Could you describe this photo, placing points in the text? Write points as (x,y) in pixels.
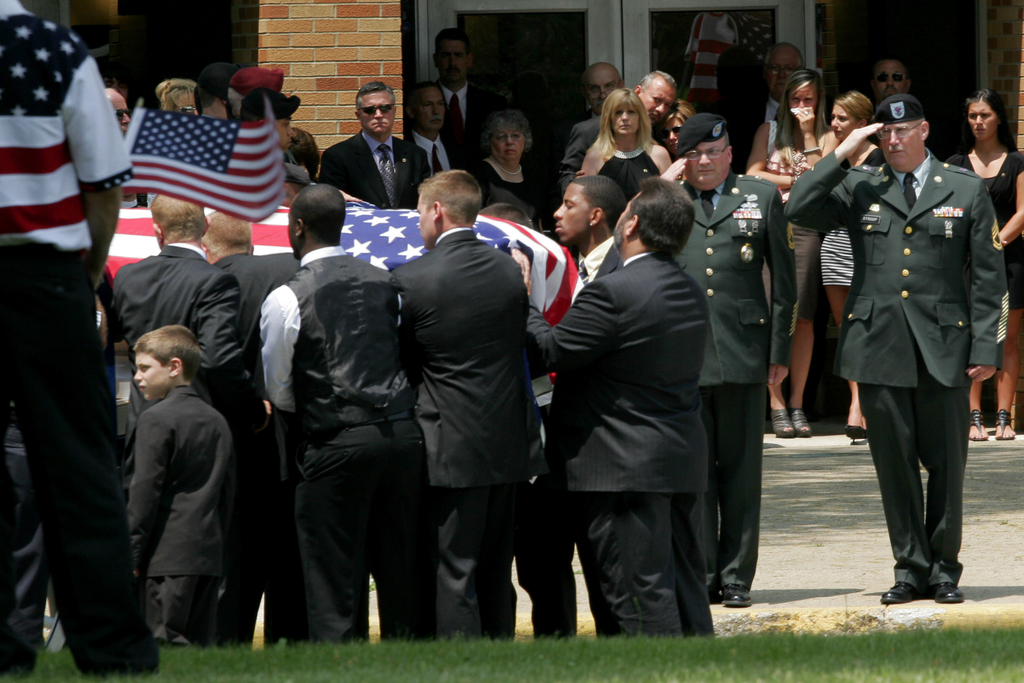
In the image there are many people (241,401) wearing suits (613,428) standing and holding a box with flag (283,238) on it, in the back (770,321) there are two officers (716,360), one saluting and over the background (322,31) there is a building (569,53) and many people (759,147) standing in front of it.
